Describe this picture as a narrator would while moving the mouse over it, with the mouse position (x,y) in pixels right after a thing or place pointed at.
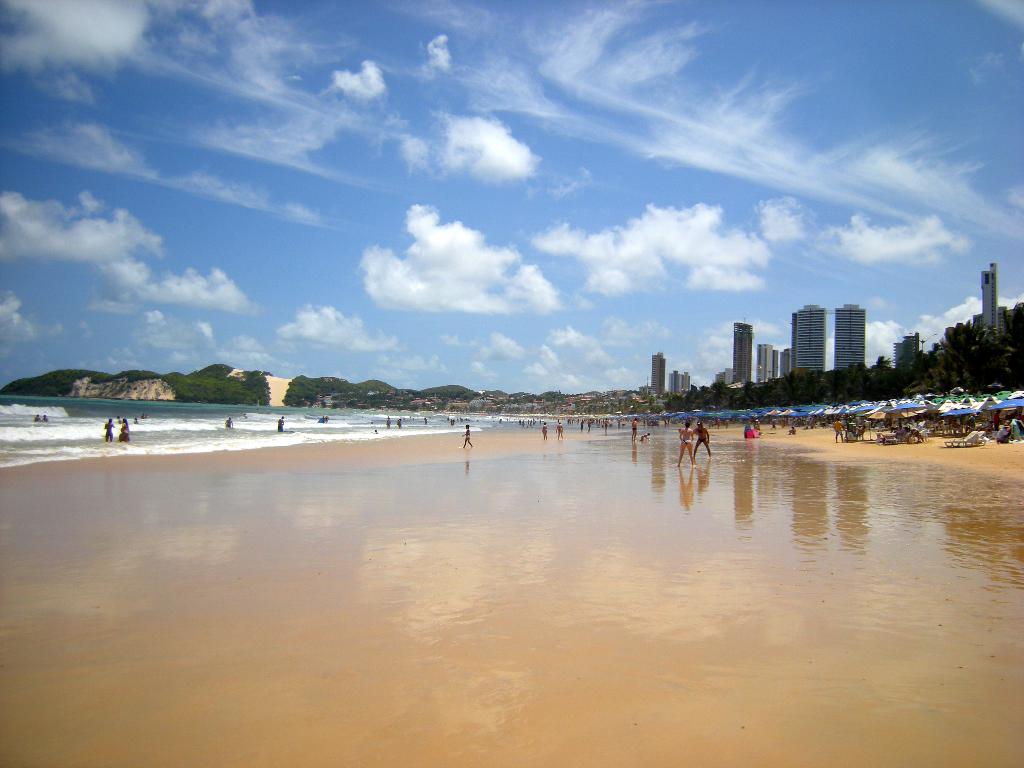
In this picture I can see water (347,429), sand (478,514), umbrellas (963,404), group of people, buildings (824,357), trees (800,373) and hills (300,395).
